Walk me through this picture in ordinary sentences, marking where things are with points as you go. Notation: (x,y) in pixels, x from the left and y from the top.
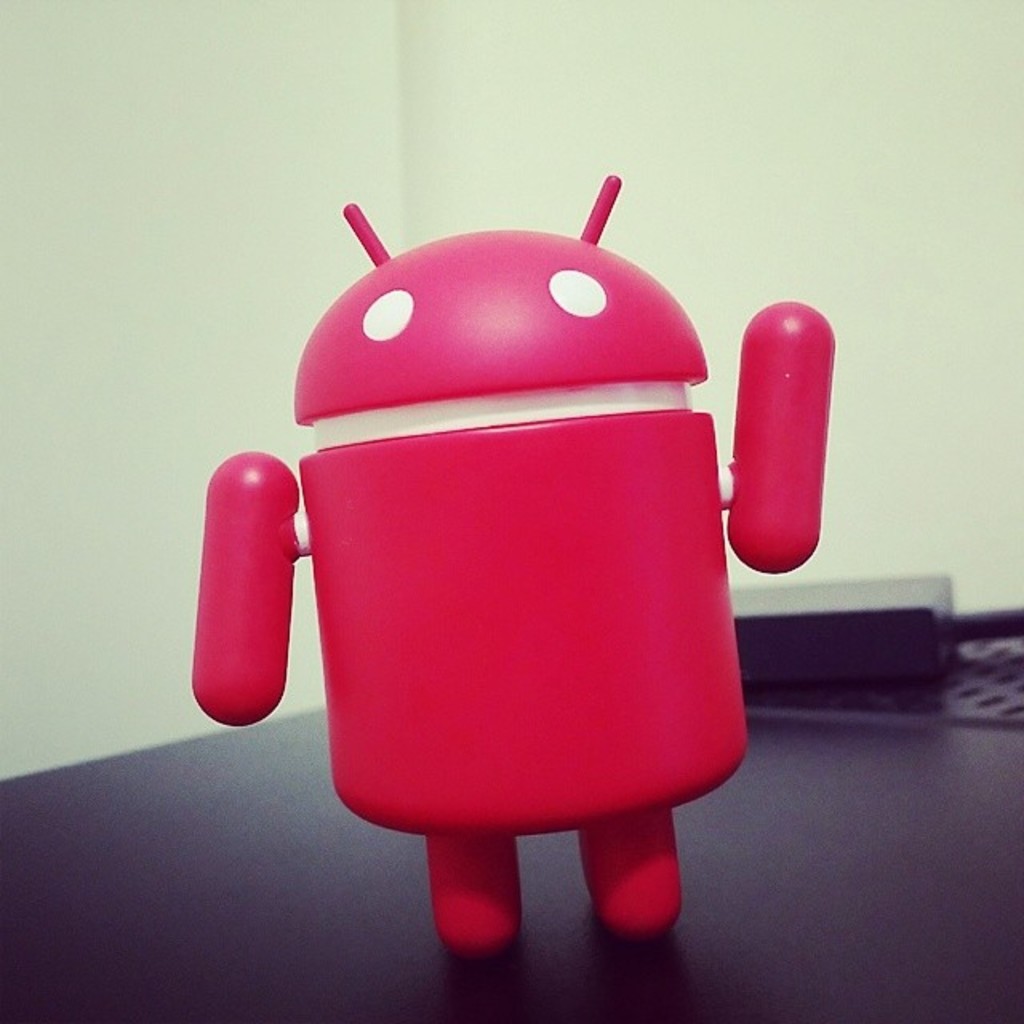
In this image, we can see a table (696,965), on the table (230,806), we can see a toy (464,250). In the background (10,159), we can see a wall (457,164).
